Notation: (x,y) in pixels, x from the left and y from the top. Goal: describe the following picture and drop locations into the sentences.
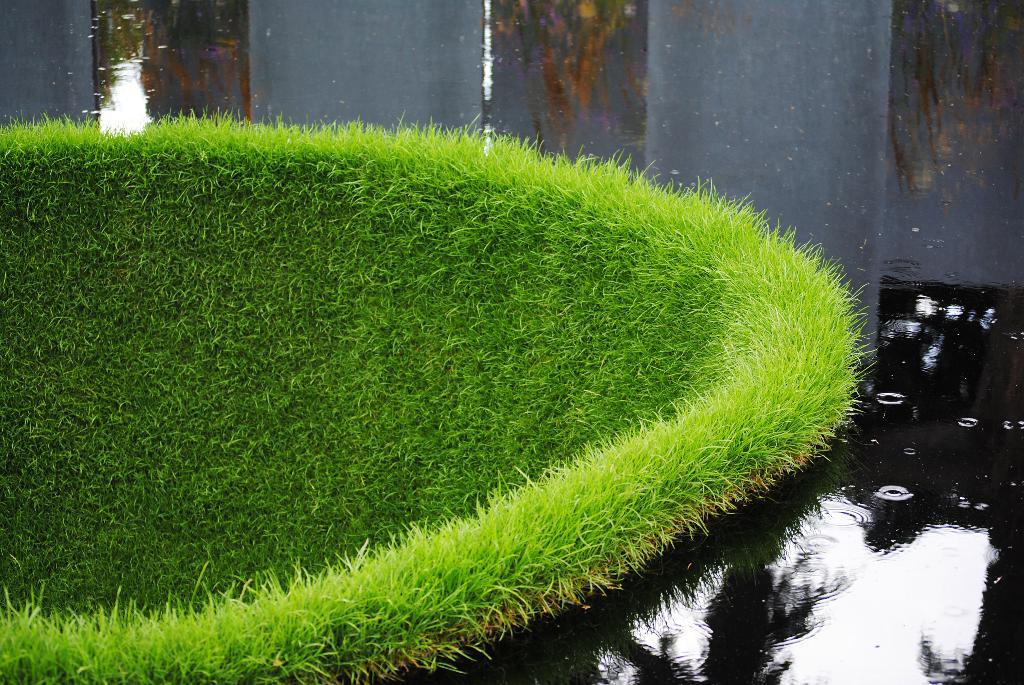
In this image there is water (813,527) and we can see grass (323,461).
